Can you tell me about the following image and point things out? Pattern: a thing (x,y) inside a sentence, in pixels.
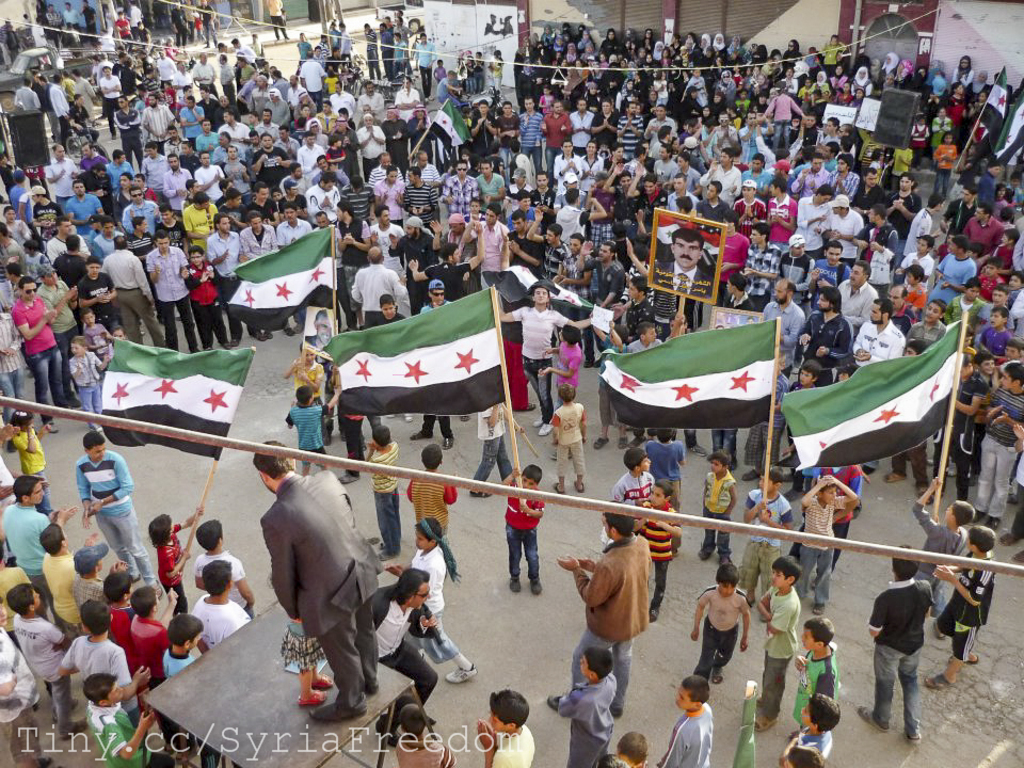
In this picture we can see a group of people (961,473) standing on the road (684,542), flags (207,417), speakers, frames (666,261), table (361,723) and in the background (7,85) we can see vehicles (407,1), banners (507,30).
